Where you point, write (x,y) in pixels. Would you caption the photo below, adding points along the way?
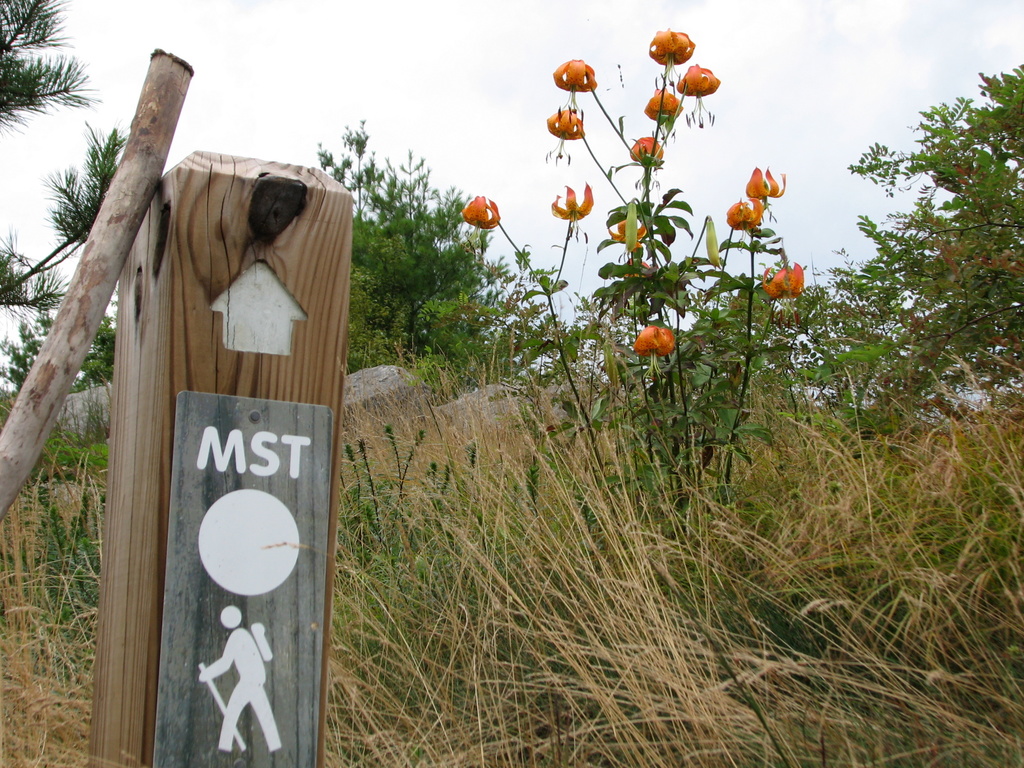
In this image I can see grass (860,442), and wooden sticks (298,221) and signboard (217,629) and flowers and stones (568,390) visible in the middle (594,267), at the top (647,55) I can see the sky (991,17) and I can see trees (965,143) visible in the middle (373,264).
